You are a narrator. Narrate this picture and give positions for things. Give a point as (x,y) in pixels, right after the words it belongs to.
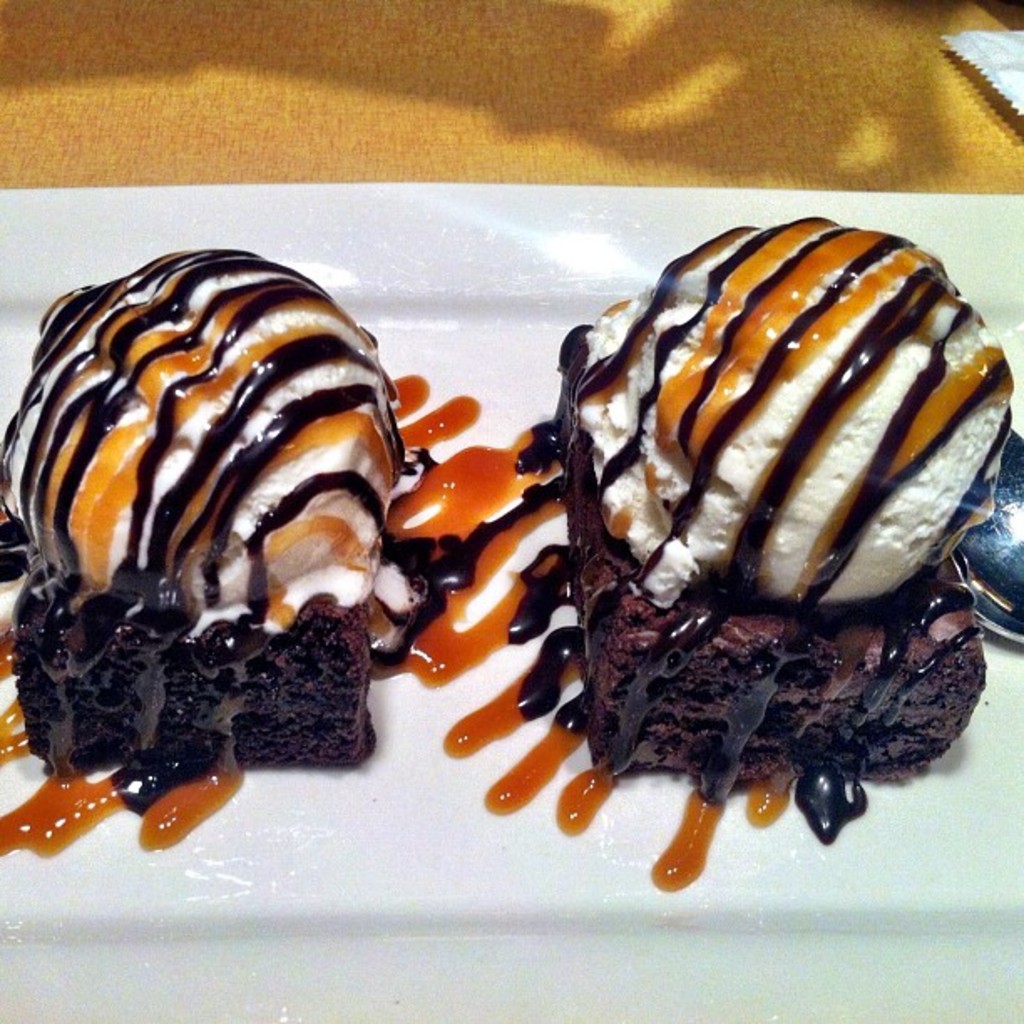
In the image we can see a plate (366,246), on the plate (435,306) we can see pieces of brownie (640,698) and on it we can see ice cream (808,548). Here we can see spoon (967,545) and yellow surface (272,133).
